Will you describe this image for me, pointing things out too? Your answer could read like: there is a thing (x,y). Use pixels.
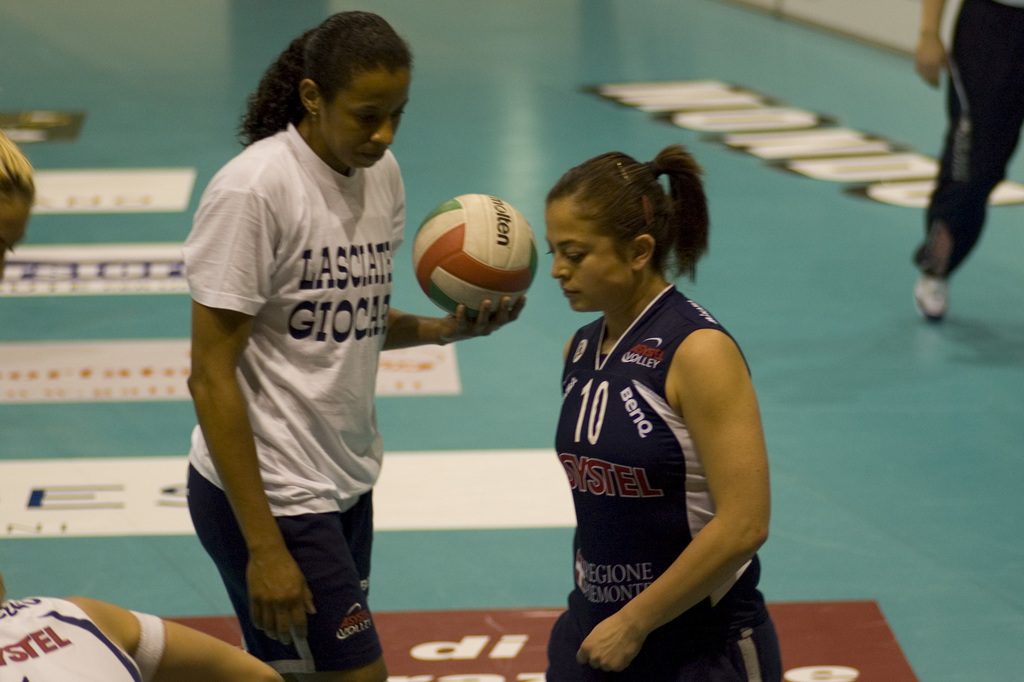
In the image there are two girls (709,503), one with ball (486,267) in her hand (498,321), it seems to be on a play field (788,324).
